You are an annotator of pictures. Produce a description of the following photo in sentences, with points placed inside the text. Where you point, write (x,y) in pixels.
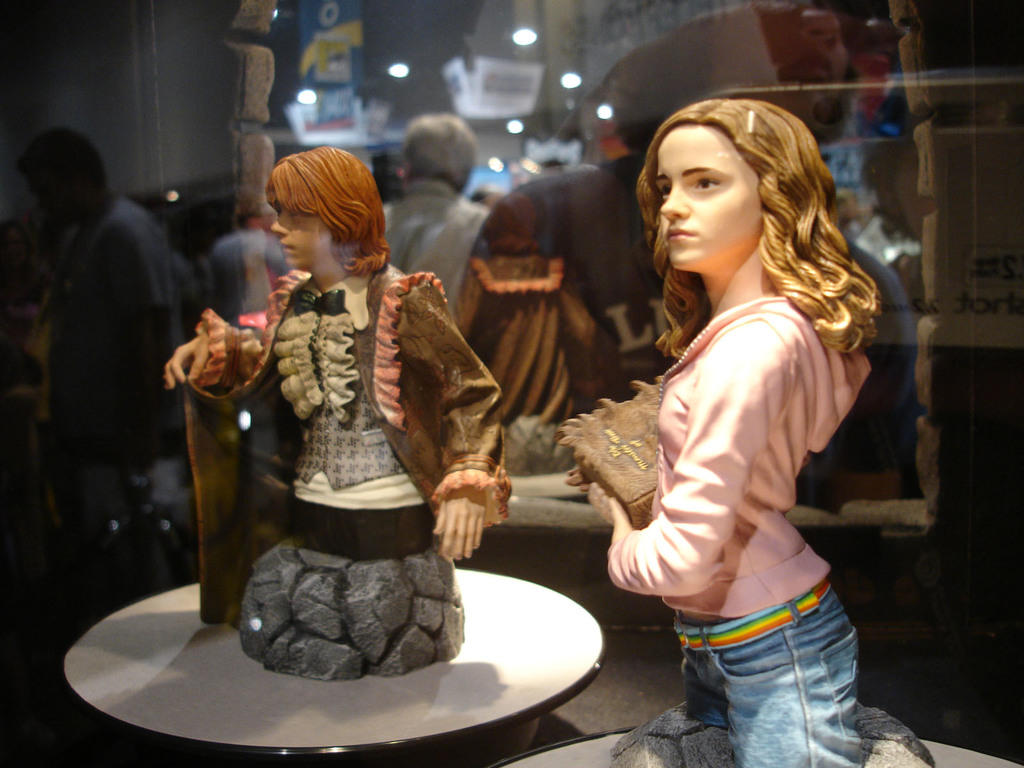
This image is clicked inside a room (815,368). There are two dolls (413,517) in this image. To the right (779,413), the doll (775,433) is having a pink shirt (758,588) and blue jeans (708,646). To the left (233,413), the doll (396,403) is having a brown jacket (385,355). In the background (391,90), there is a mirror (683,71) and wall (187,54).
